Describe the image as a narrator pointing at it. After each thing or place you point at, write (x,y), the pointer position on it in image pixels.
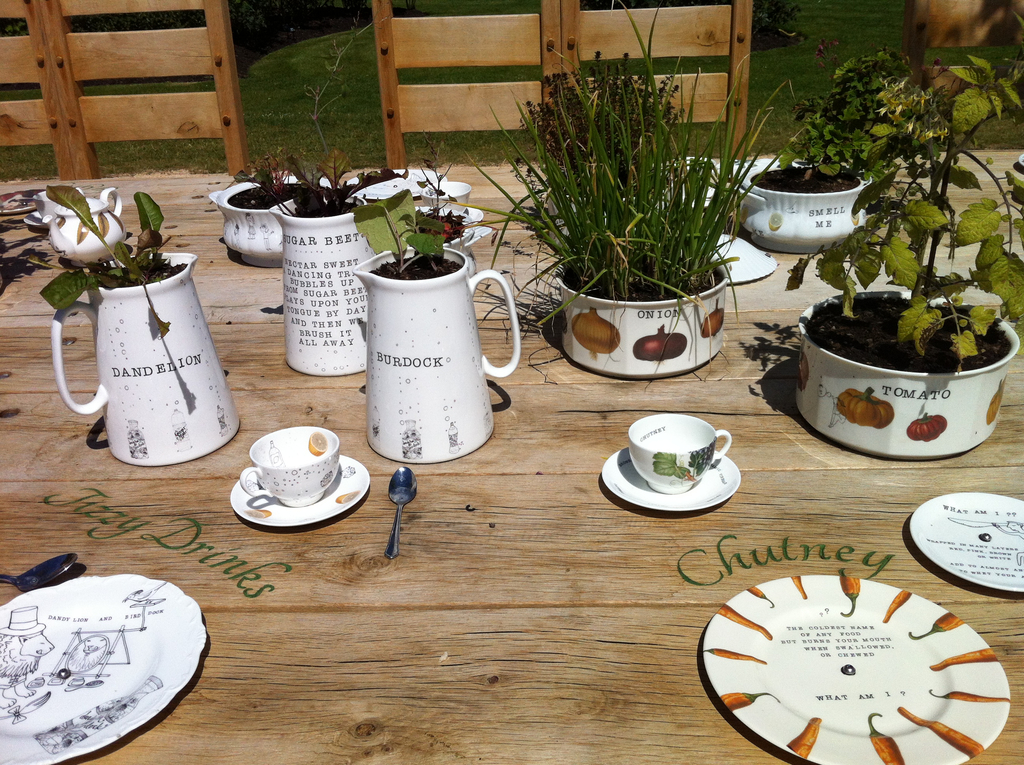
In this image there is a jug (345,321), cup (282,450), saucer (329,505), spoon (411,486), plant (947,260), leaves (930,320), mud (883,334) placed in a wooden table (432,587) and in back ground (380,130) there is wooden chairs (408,90), a grass (283,133).
